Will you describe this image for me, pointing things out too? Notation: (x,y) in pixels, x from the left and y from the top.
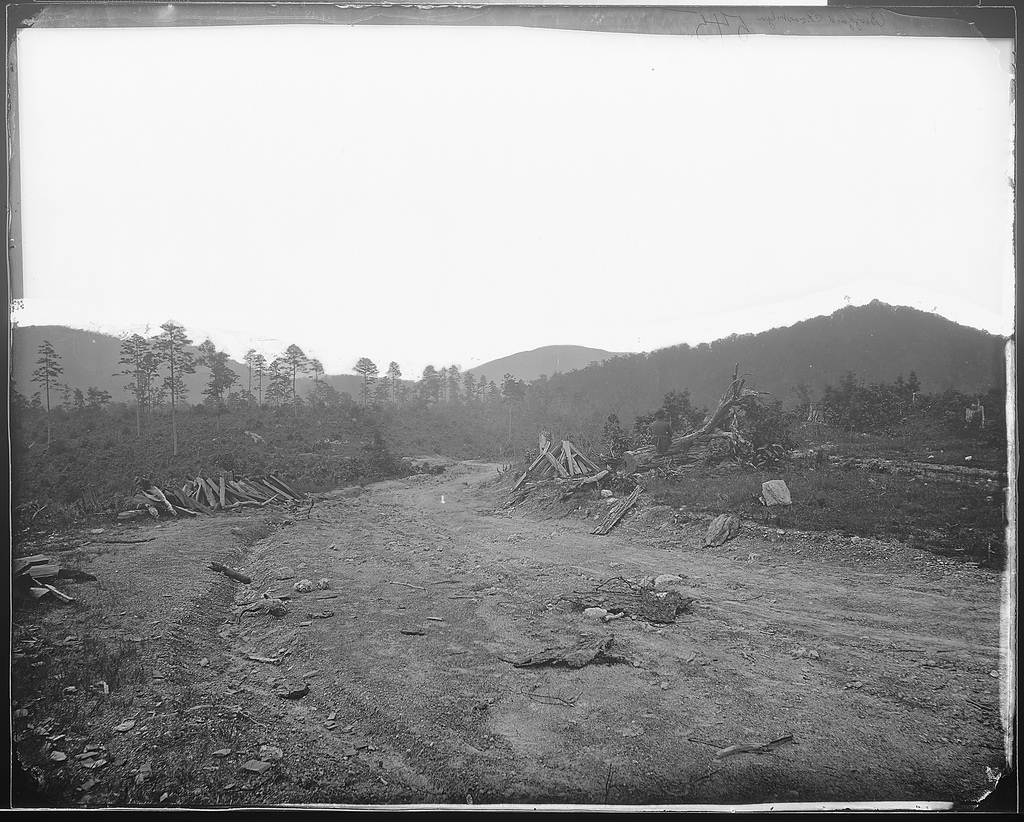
In this picture we can see wooden sticks (569,466) on the ground (460,532), trees (462,444), mountains (66,381) and in the background (832,174) we can see the sky (718,285).
